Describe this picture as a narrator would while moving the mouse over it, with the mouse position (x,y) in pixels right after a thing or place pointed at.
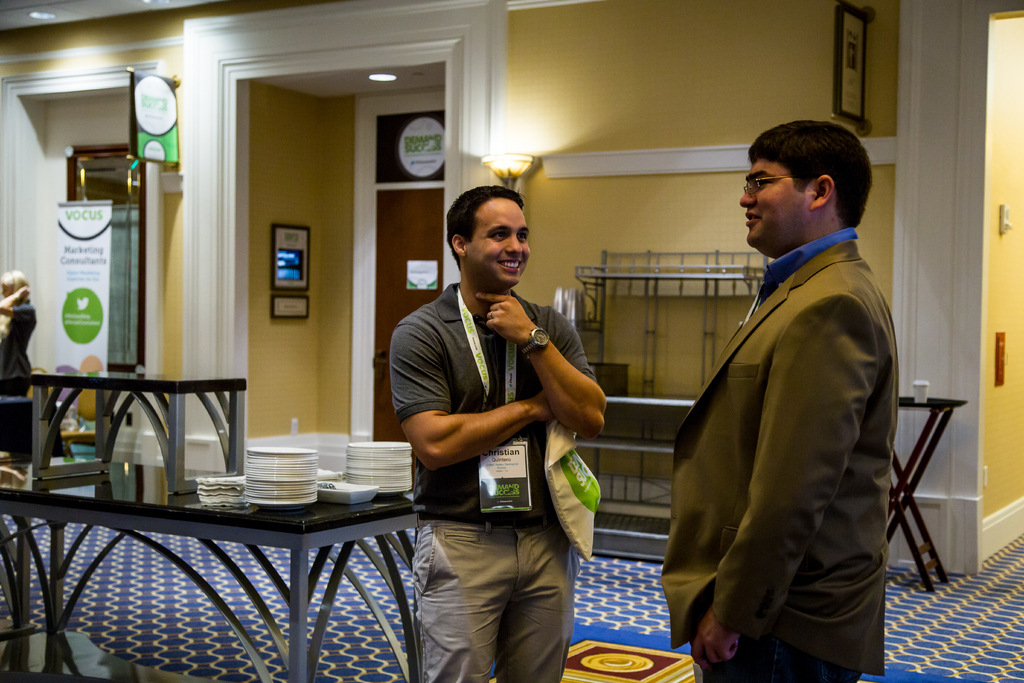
In this picture we can see 2 people (788,263) standing and smiling at someone. Here in this room (253,524) we can see tables (205,472), plates (402,460), lights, doors (441,183), cups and other things (106,450).
